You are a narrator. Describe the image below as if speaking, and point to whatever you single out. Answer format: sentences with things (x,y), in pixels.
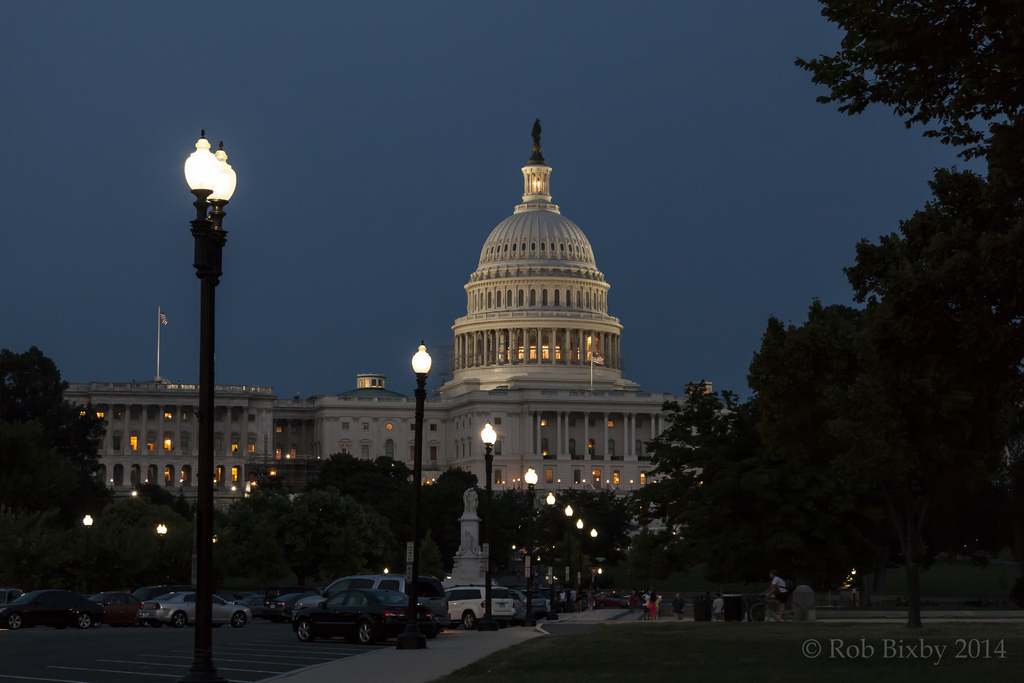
In this image there is a building (462,397) and there are poles (202,354). We can see cars (403,617) on the road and there are people (651,603). In the background (410,521) there are trees (842,517) and sky (792,238).
